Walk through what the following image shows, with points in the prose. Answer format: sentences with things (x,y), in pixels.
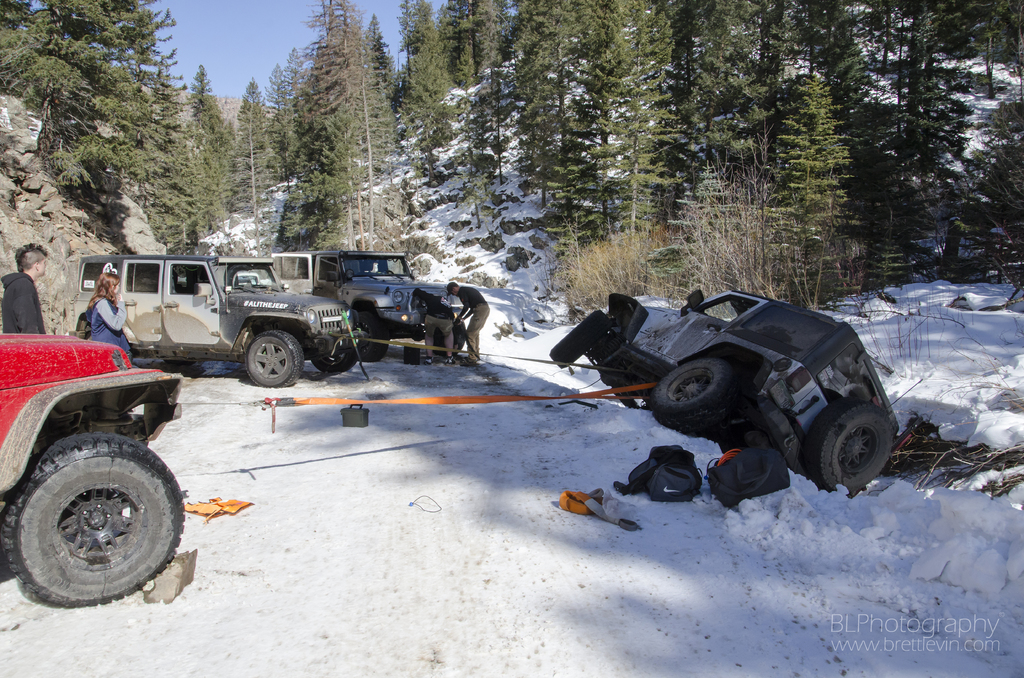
In this image, there are a few vehicles (179,352). We can see the ground (440,562) covered with snow (830,532) and some objects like a bag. We can also see some wood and some cloth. We can see some plants (614,247), trees (648,81). We can see some hills (487,293) and the sky (236,92).
